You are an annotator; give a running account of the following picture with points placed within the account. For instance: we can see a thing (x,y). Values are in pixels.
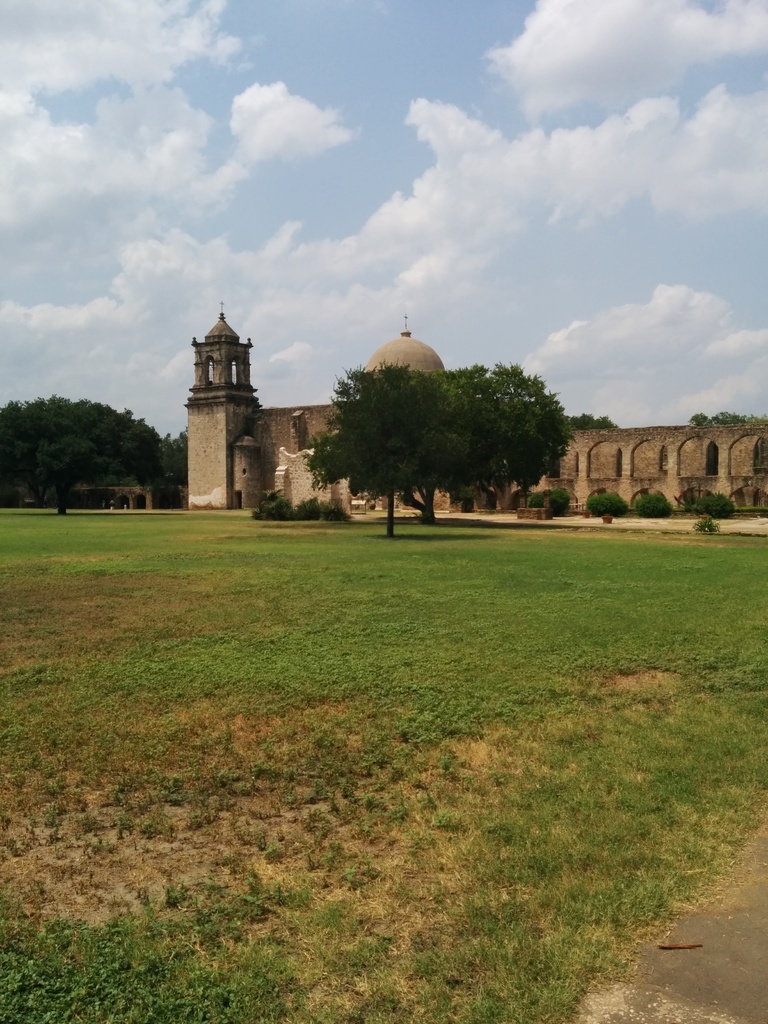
In this image we can see a monument (256,451). In front of the monument (256,451) we can see a wall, grass (256,563), plants (289,519) and trees (84,470). Behind the monument (265,442) we can see the trees (171,485). At the top (350,117) we can see the sky (242,49).
